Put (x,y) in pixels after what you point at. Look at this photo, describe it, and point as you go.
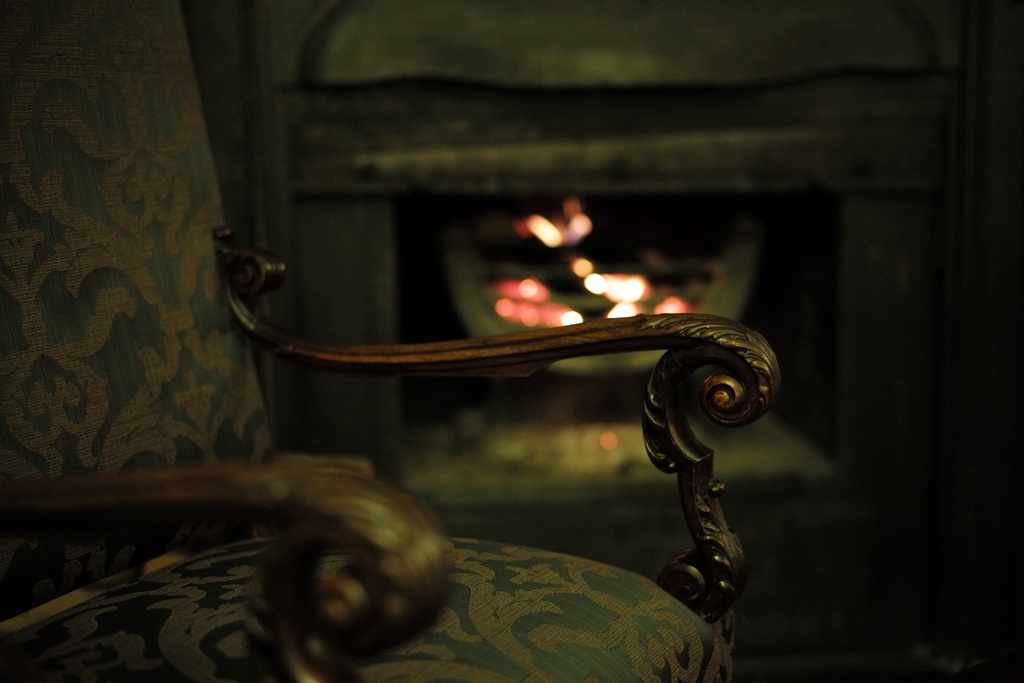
On the left side (100,361) it is a chair (350,490) and in the middle (577,386) it's a fire place (577,386).
